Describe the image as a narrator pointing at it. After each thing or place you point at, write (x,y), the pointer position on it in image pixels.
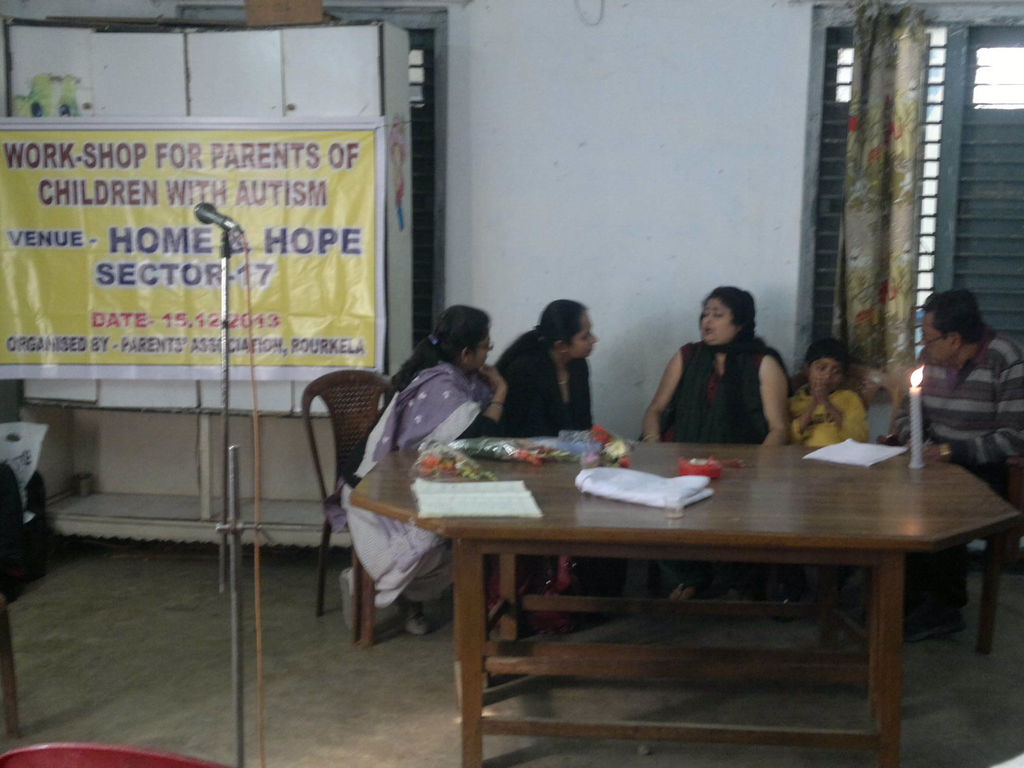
It is a room (833,126) where group of people (753,392) are getting trained, looking at the background (215,300) we can understand that it a workshop for the parents (532,370) of children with autism in the background (363,52) there is a white color wardrobe (312,93) behind it there is a window (424,16) and a wall (652,154) and also curtains (902,110).
